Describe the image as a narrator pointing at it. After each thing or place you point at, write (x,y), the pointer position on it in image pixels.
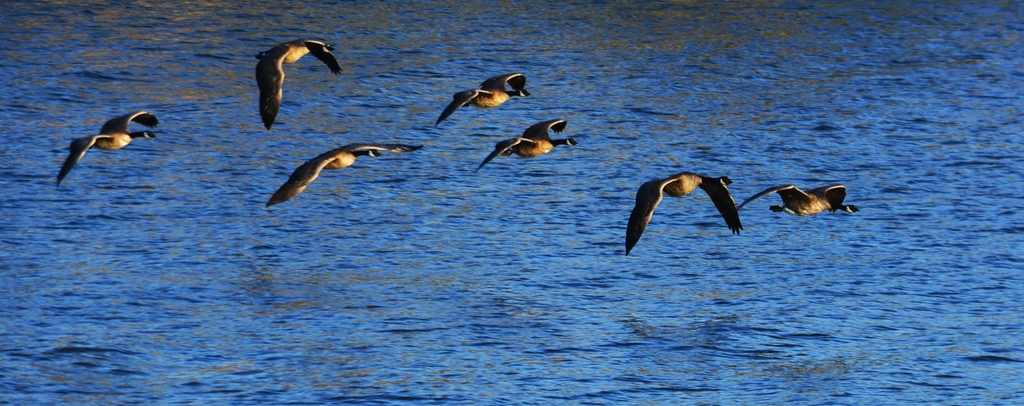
In this image there are some birds (692,181) as we can see in middle of this image (637,222) and there is a Sea (376,280) in the background (277,276).
